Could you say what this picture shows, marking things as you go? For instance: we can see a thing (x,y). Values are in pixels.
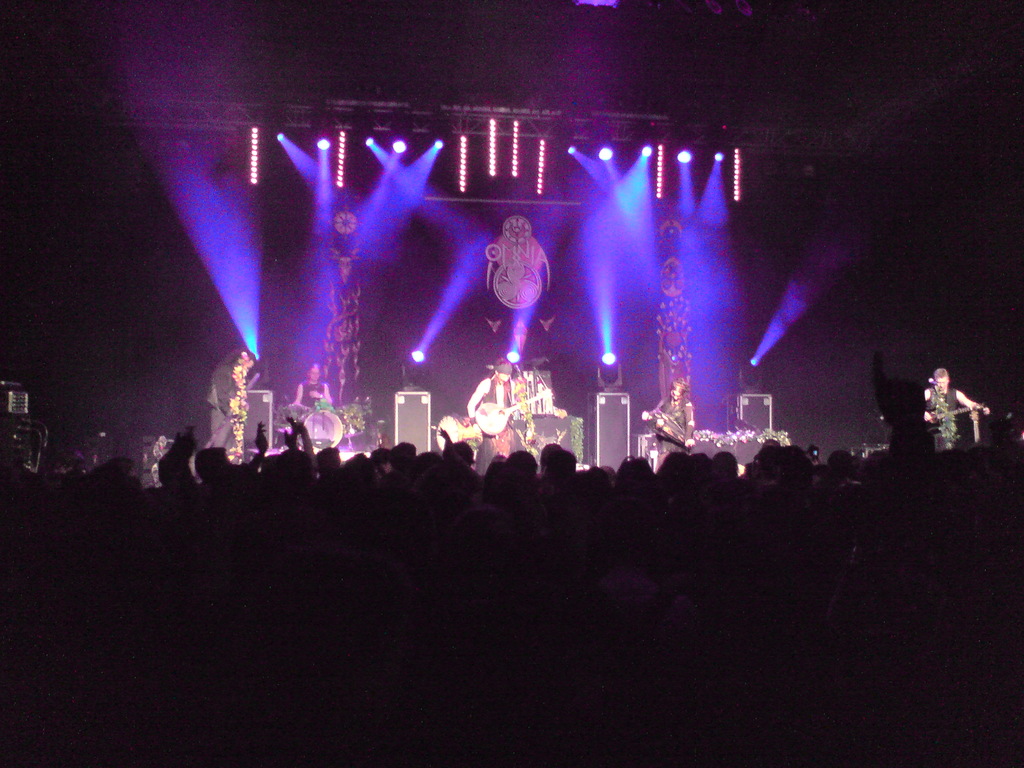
In this image, we can see a group of people (490,383). Few are holding some objects (494,430). Here we can see speakers (254,419), lights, banner (496,278). Top of the image (738,181), there are so many lights (329,145), rods (657,116). At the bottom of the image (619,593), we can see a group of people (626,566) are standing.
